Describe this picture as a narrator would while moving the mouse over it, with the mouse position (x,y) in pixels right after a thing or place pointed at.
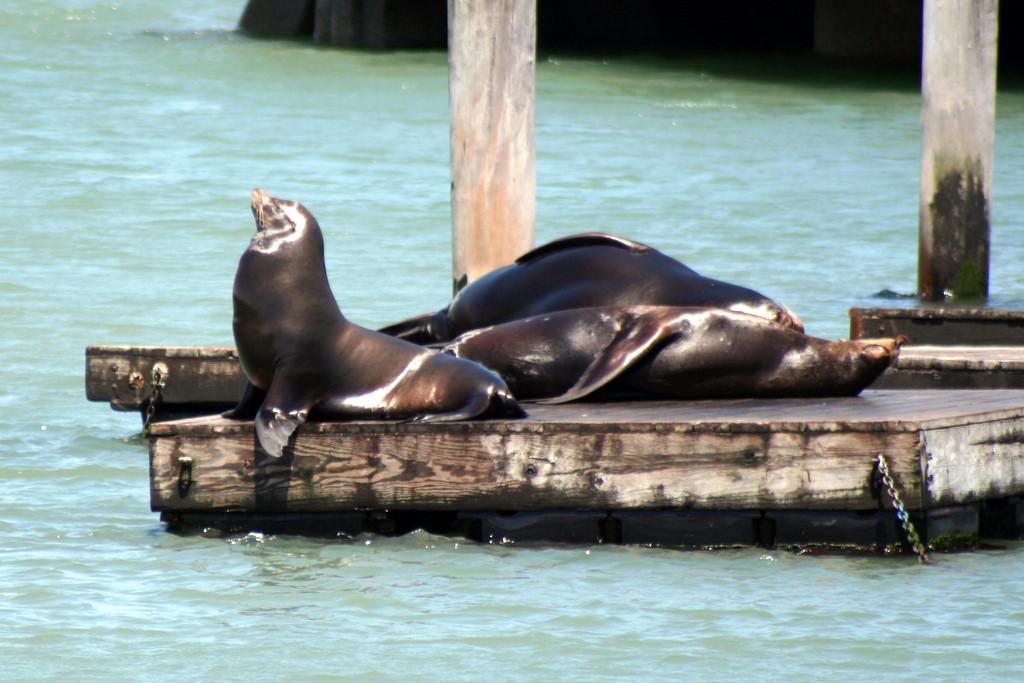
In this picture there are seals (634,364) on the wooden bridge (596,470). At the bottom (20,460) there is water (182,561).
